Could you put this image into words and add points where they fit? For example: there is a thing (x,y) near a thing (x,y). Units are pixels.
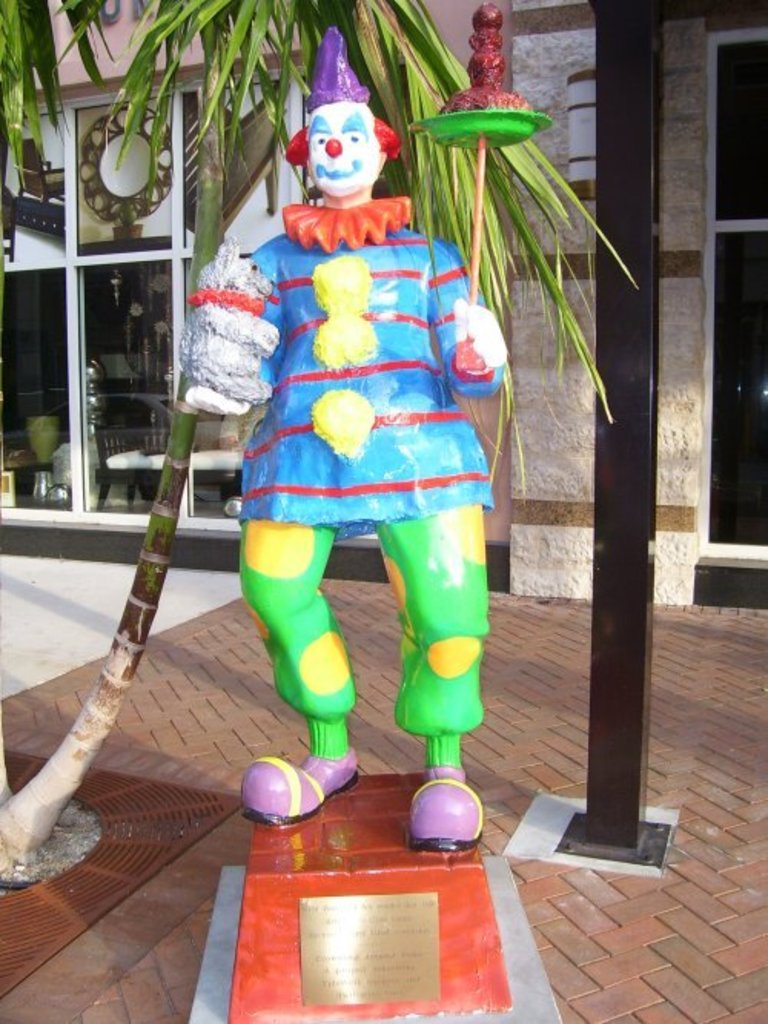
In this image I can see a sculpture (343,478) in the front (468,901). On the bottom side of the image (375,905) I can see a golden colour board (353,902) and on it I can see something is written. In the background (252,225) I can see a tree (275,45), a pole (643,366), a building (22,542) and few other stuffs (55,431).
